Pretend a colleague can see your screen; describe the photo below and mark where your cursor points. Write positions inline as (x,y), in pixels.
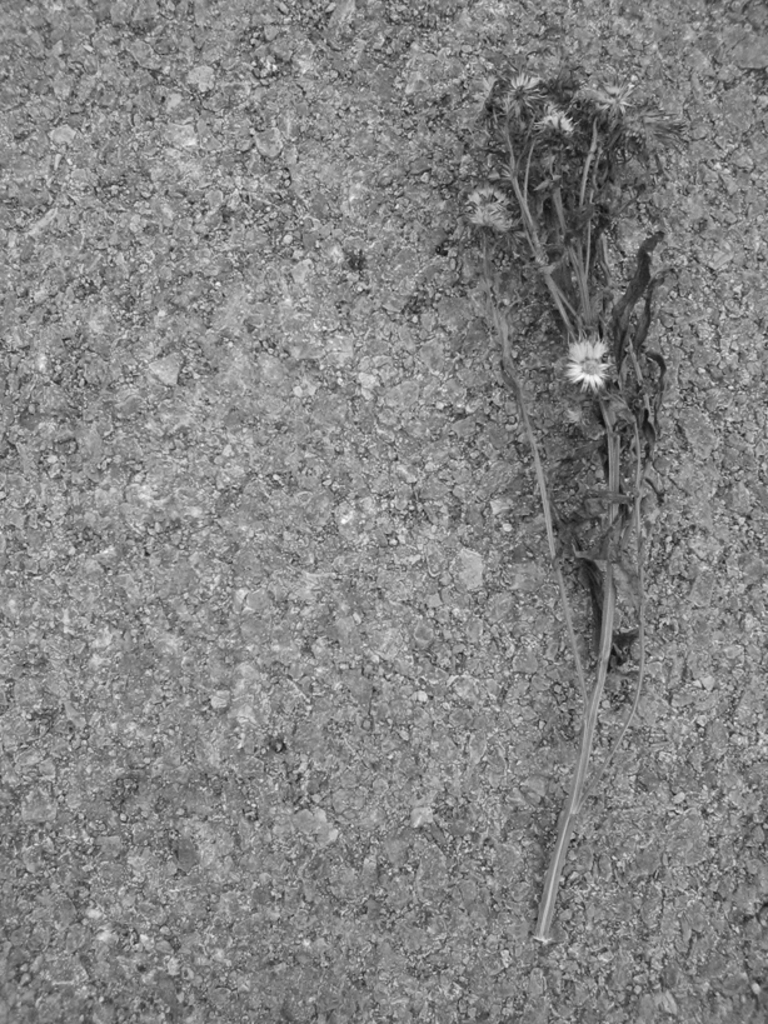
In the picture we can see a ground surface (74,631) on it we can see a dried plant (568,827) with dried flowers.
